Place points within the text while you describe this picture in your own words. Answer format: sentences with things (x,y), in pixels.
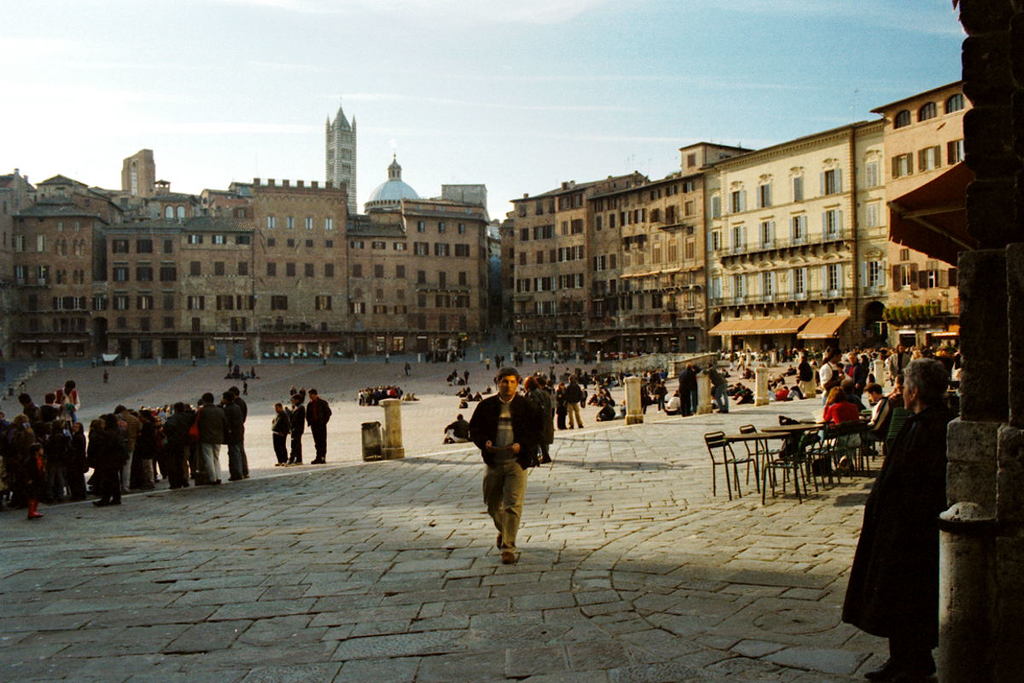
In this picture I can see group of people (39,448) standing, there are chairs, tables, buildings (700,292), and in the background (486,65) there is sky (476,72).
